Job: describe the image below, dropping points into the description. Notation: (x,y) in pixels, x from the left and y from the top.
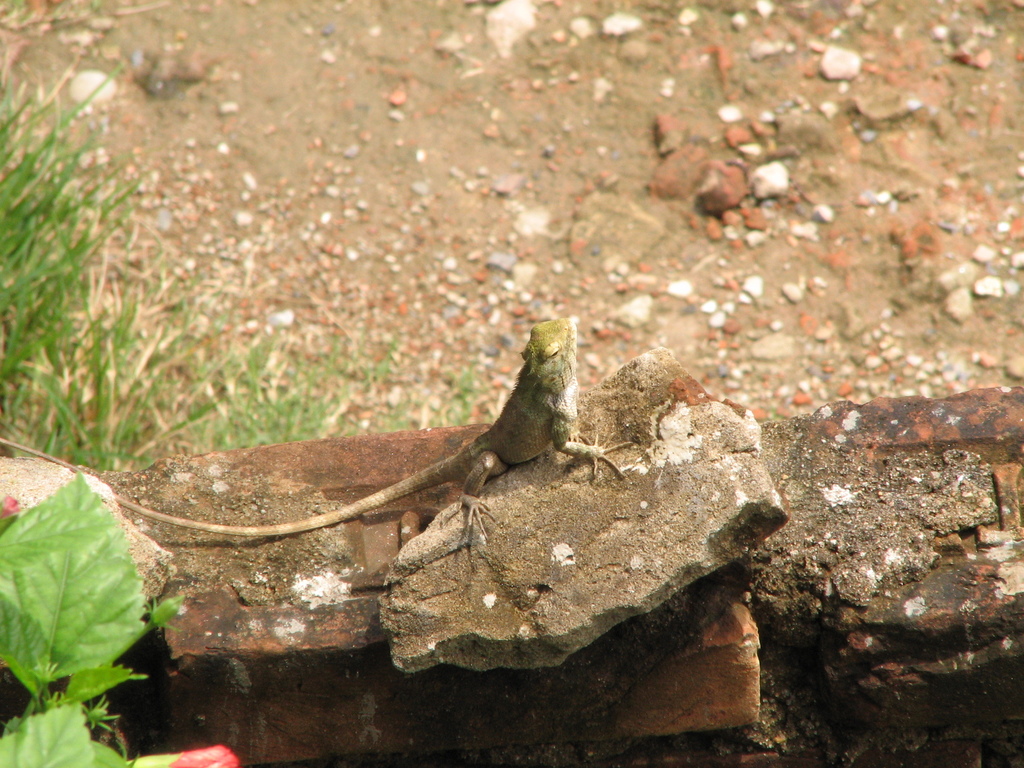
At the bottom of the image (467,606) there are stones (603,572). On the stones (468,557) there is a garden lizard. In the bottom left corner of the image (58,617) there are leaves (82,725) and also there is a flower (225,755). Behind the stones (179,722) on the ground (401,153) there are stones (833,67) and also there is grass (131,378).
